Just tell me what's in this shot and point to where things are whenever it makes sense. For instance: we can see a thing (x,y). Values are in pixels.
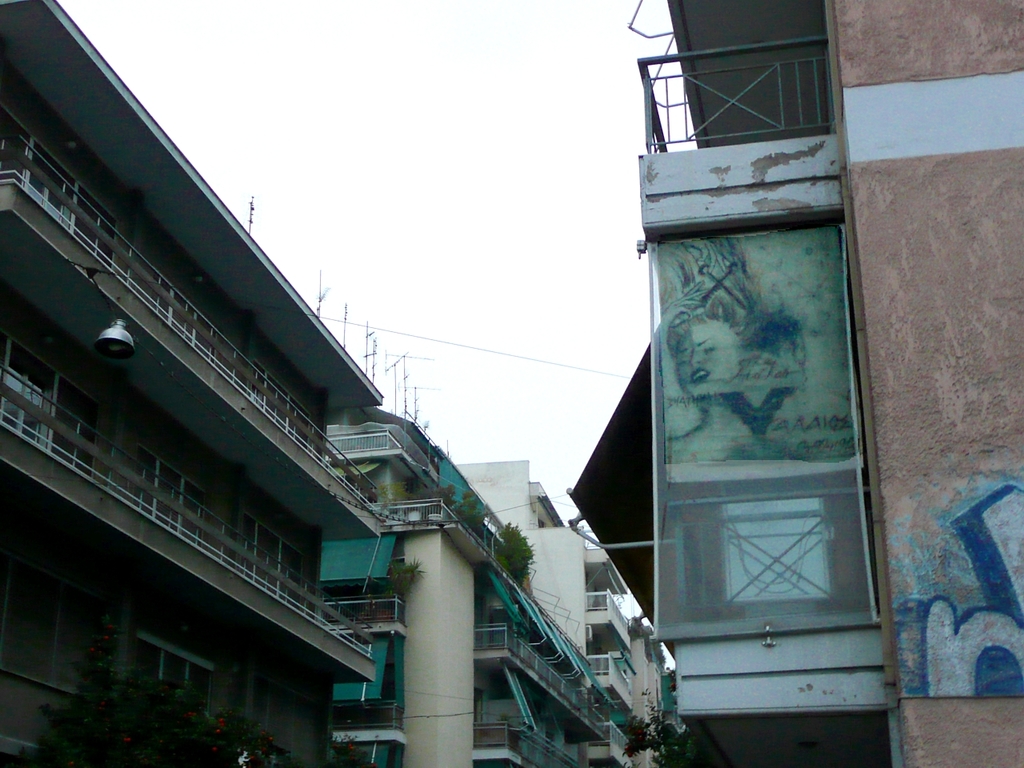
In this image we can see buildings (412,603), there are grilles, a light (116,347), few rods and sun shade nets (382,544) and a glass (759,538) with design (827,390) to the buildings (839,661), there are few trees (526,557) and the sky (450,144) in the background (429,238).
